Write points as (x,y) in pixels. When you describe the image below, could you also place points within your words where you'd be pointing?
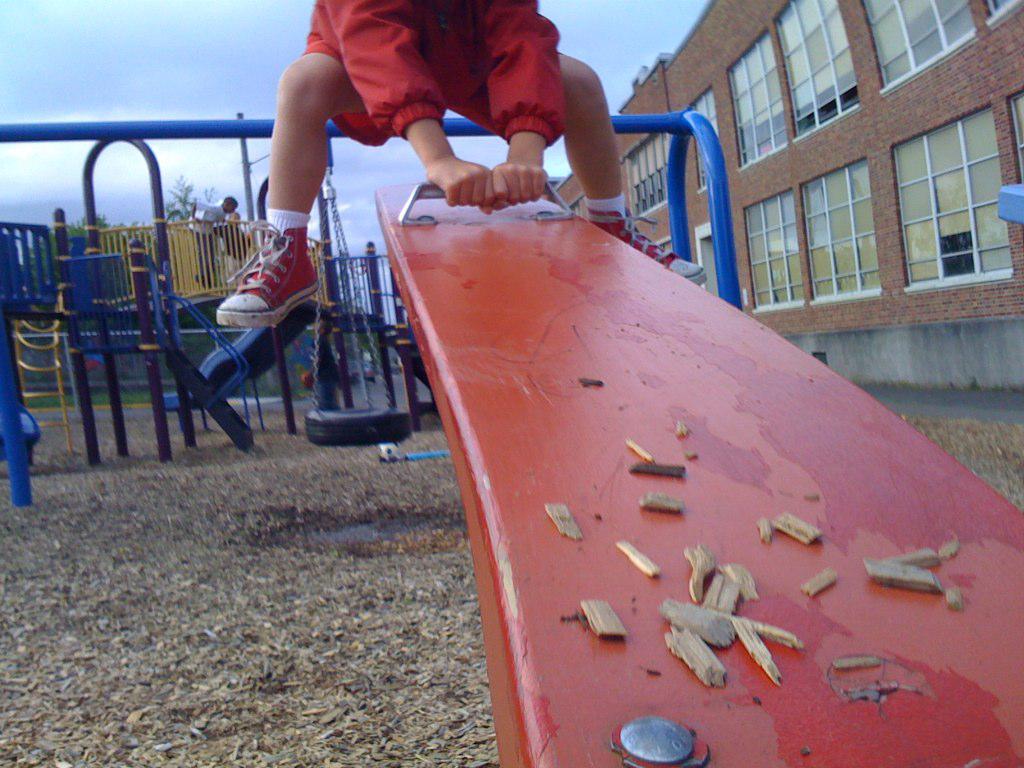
In this image I can see a person (480,199) is holding a red colour seesaw's handle (438,196). I can see this person (429,63) is wearing red colour dress (362,46), white socks (306,224) and red shoes (279,238). In the background (878,100) I can see few park's rides (93,219), a building (791,186), few trees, clouds (378,174), the sky (358,184) and few people (198,232) on the rides (147,316). On the bottom right side of this image (890,567) I can see few wooden things (654,467) on the seesaw (607,482).
